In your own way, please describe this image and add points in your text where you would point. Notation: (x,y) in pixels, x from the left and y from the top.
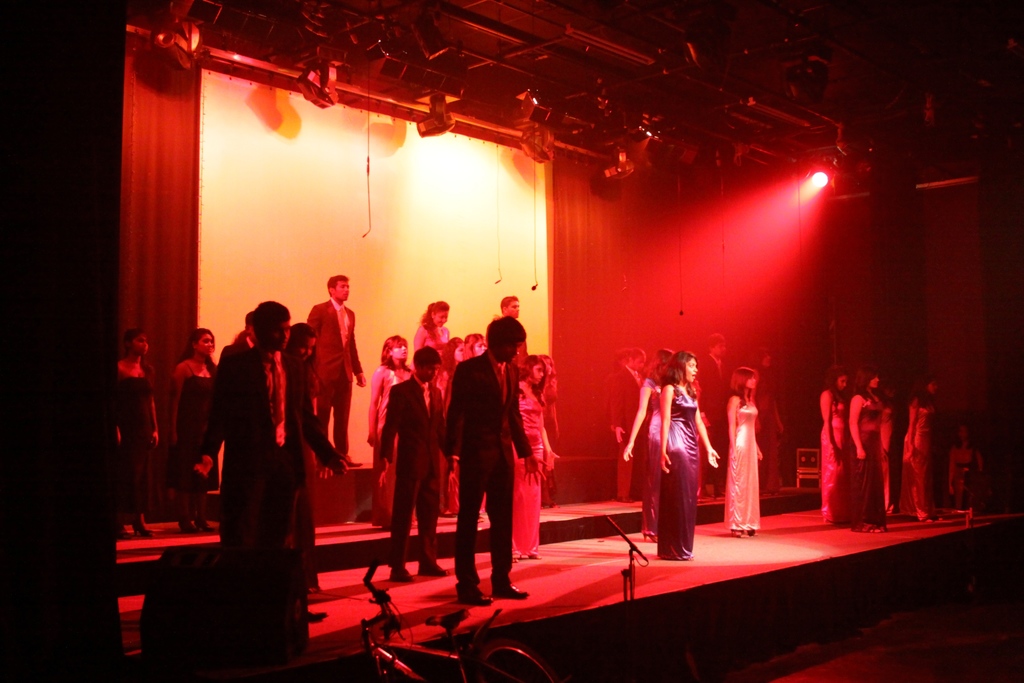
At the top (610,139) we can see beams (386,106) and lights (834,174). In this picture we can see people (420,357) standing on the platform (647,584) wearing different dresses (687,402). Far on the right side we can see a chair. At the bottom (437,678) we can see a bicycle (455,616) and a stand (635,578) with a microphone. On the left side (219,612) we can see a device (224,565) on the platform (136,563).
